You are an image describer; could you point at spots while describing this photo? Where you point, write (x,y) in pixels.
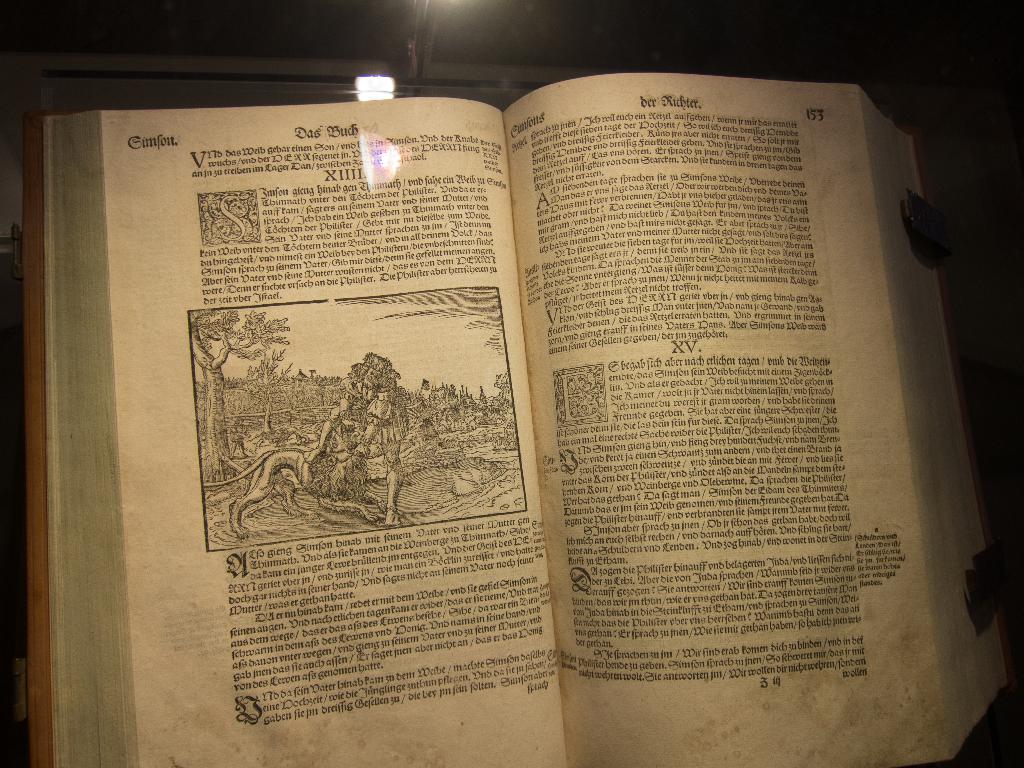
In this picture we can see a book (488,427), and we can find some text (672,331) in the book (672,402).
